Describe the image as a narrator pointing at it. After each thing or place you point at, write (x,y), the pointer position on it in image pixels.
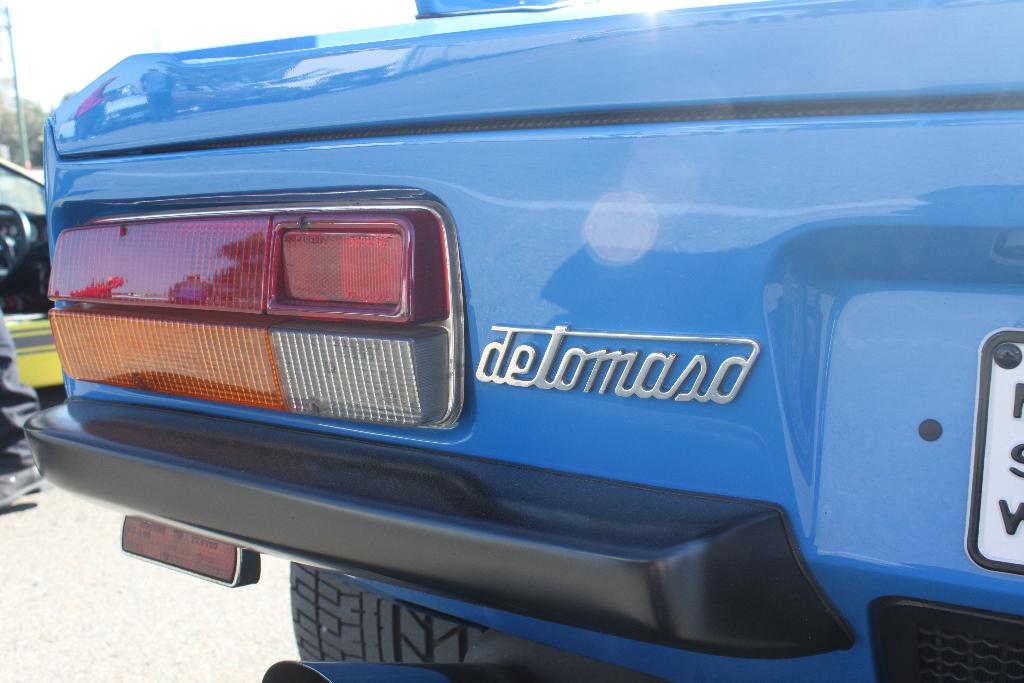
Here we can see vehicles (282,445) and there is a pole (10,33).
